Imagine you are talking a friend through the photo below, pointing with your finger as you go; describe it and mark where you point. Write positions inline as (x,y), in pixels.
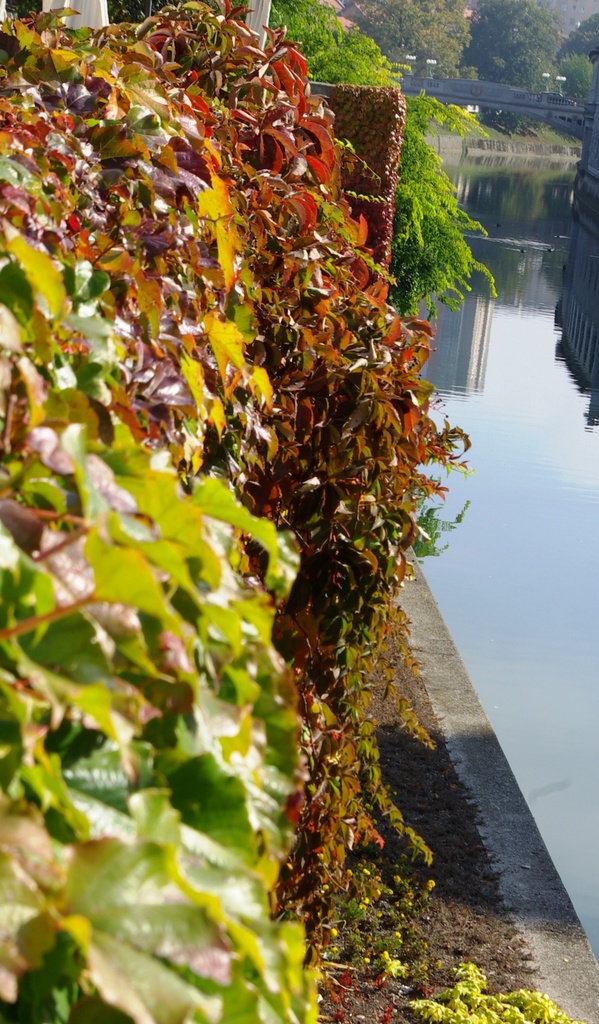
In the image I can see a river (472,558) and some trees (436,229) and plants (224,215).
